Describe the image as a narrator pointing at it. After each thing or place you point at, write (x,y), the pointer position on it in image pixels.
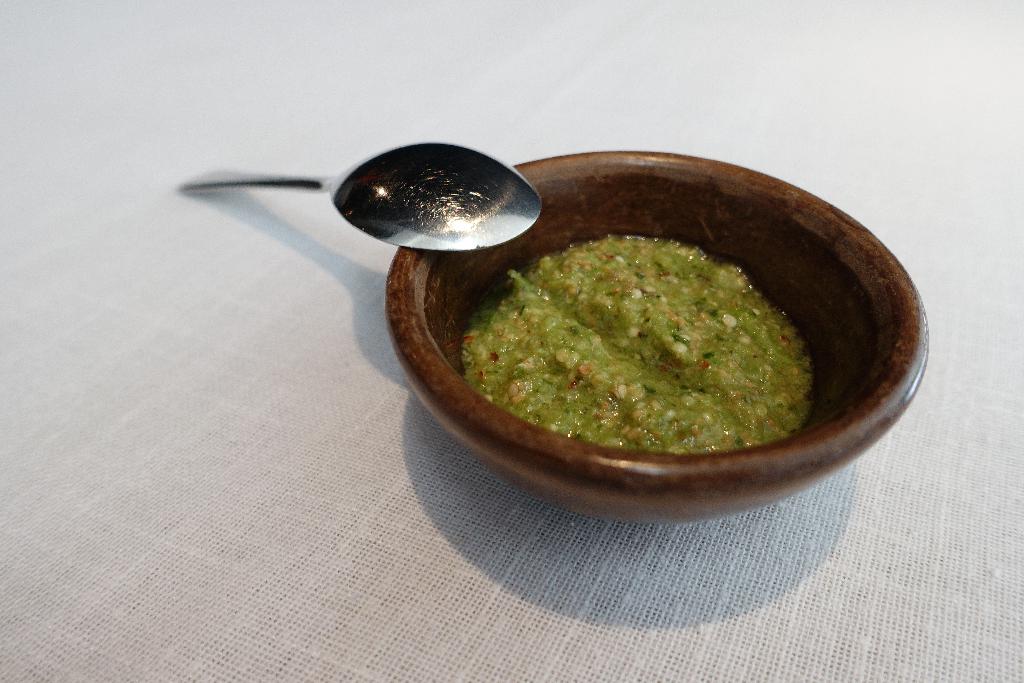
At the bottom of the image (420,574) there is a cloth (376,90) which is white in color. In the middle of the image (588,359) there is a bowl (830,261) with a food item (682,373) in it and there is a spoon (354,203).
